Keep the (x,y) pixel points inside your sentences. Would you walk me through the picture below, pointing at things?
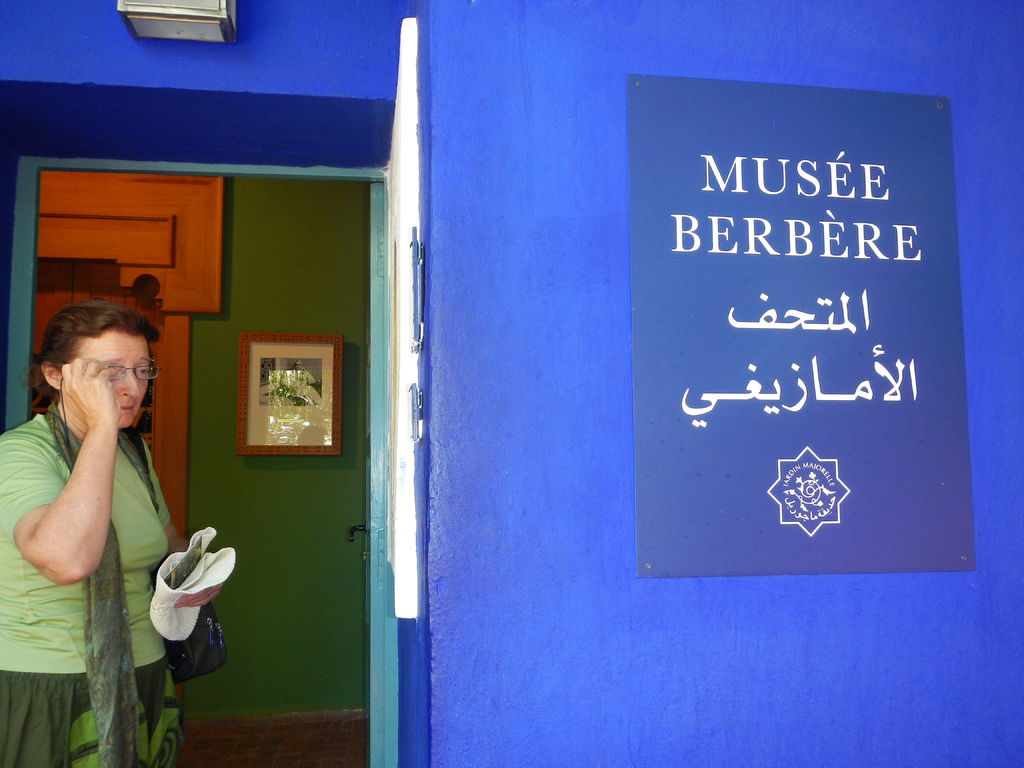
In this picture I can see there is a woman (84,633) standing at the left side (75,614) and she is having spectacles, there is a door (381,726) and there is a wall (215,429), there is a logo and there is a photo frame (282,351) behind the woman (91,453).
